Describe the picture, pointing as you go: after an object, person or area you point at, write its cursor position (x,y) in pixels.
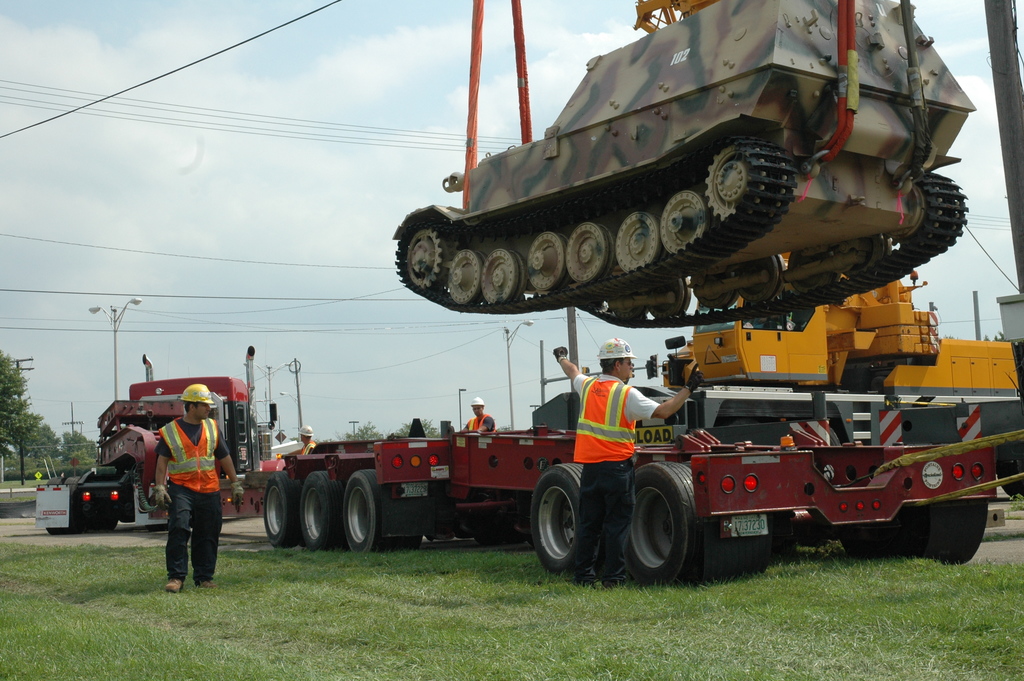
In this image I can see grass (425,558), few vehicles (969,377), a tank (756,31), few people (575,382), number of poles (116,345), lights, wires (361,300), trees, clouds (228,154) and the sky (221,227). Here I can see they all are wearing jackets (596,435) and helmets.
